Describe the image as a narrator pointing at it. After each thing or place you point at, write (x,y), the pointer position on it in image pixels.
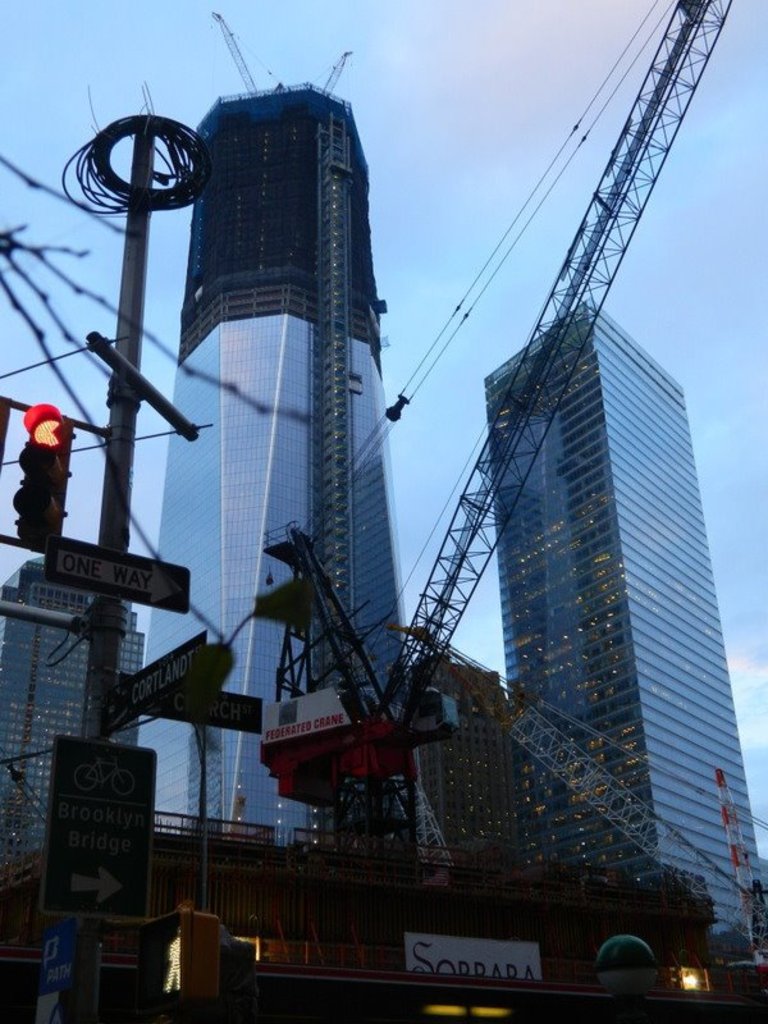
In this image we can see a two skyscrapers (312,369) are there and clear blue sky (439,3). There is a board (447,941) at the bottom of the image (123,906). Left most side of the image (133,400) we can see a traffic light (51,426) and a cable (147,206) which is attached to a pole (124,389).
